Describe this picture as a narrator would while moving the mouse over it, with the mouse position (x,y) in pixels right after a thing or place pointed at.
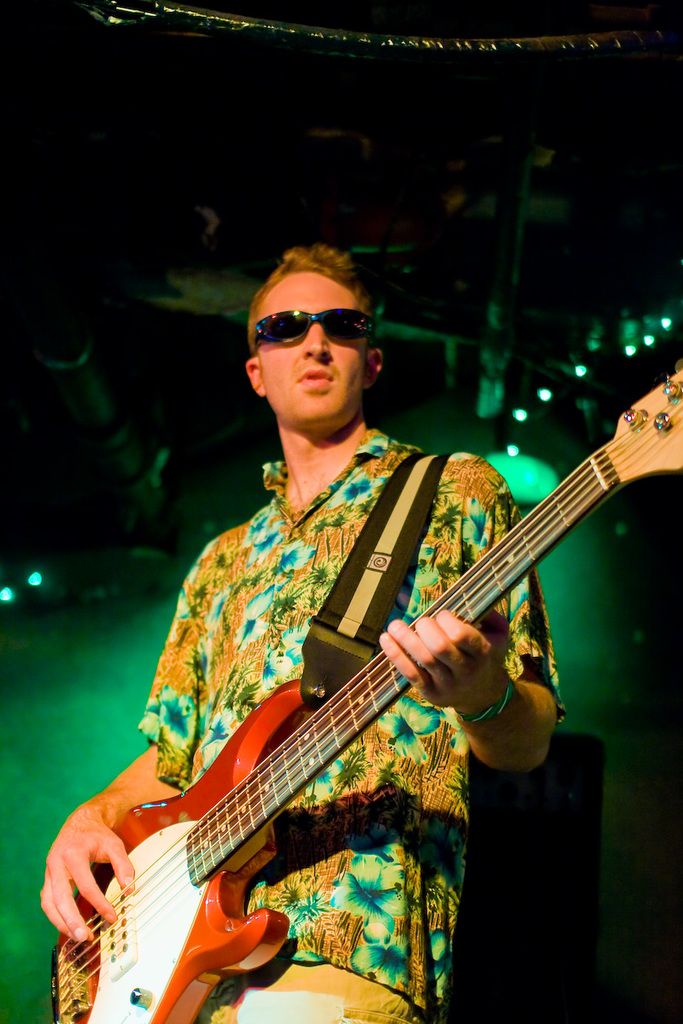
This person (409,791) standing and playing guitar (155,898) and wear glasses (281,316). On the top (661,325) we can see lights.
